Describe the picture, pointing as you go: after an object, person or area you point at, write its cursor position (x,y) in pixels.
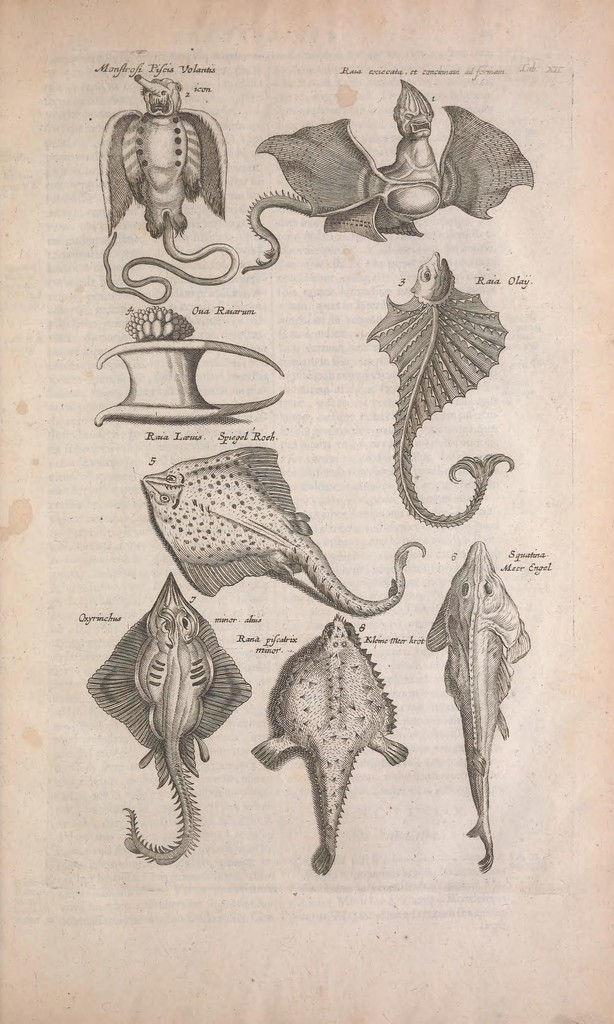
In this image we can see the diagrams (324,600) and some written text (283,639) on a paper (191,925).
